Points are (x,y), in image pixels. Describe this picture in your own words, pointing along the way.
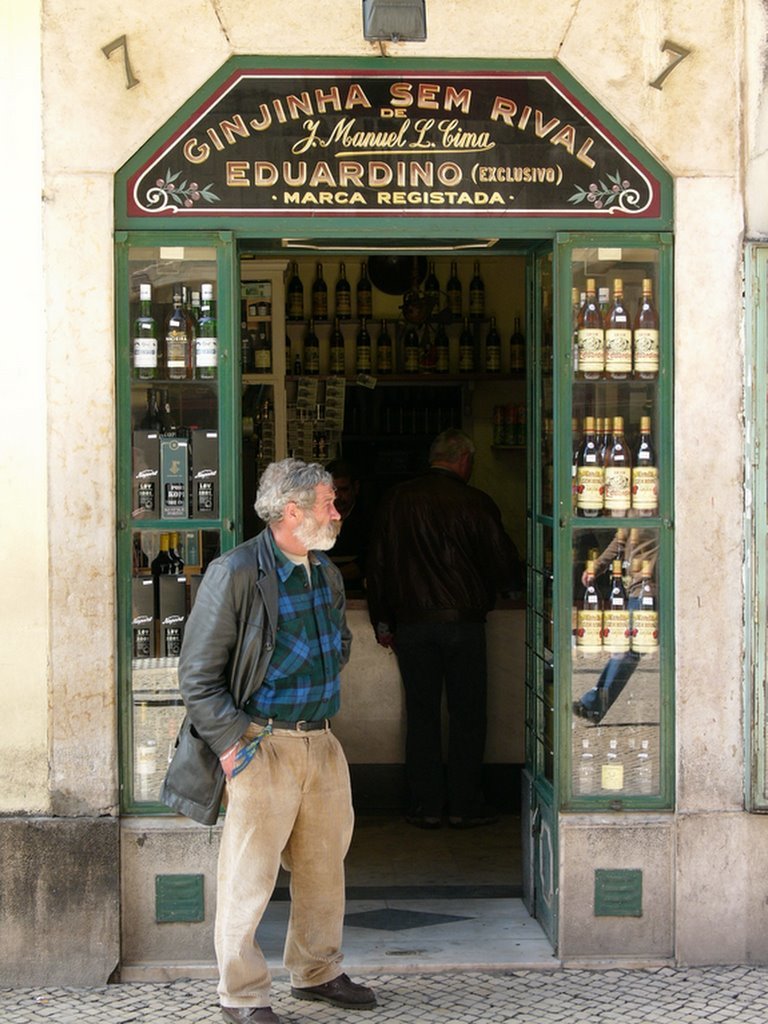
In this image I can see a person (228,683) standing in front of a building (700,767) and wearing a coat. There are glass bottles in the shelves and a board (536,185) at the top (478,162). A person (423,611) is standing inside a building (518,309) and there are glass bottles (389,355) in the shelves (278,355).
